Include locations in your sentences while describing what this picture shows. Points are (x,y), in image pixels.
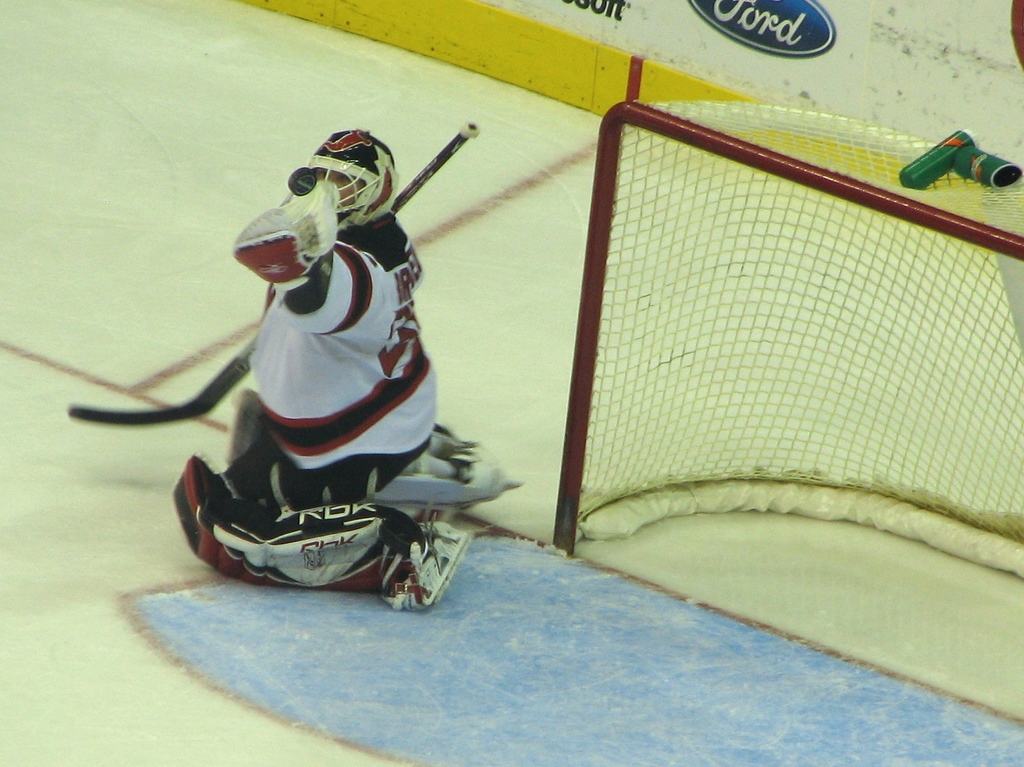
In this image there is a person (354,406) holding a hockey stick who is sitting on the ground (458,514). On the right side (806,330) there is a net (966,330). There is a wall (456,10).
